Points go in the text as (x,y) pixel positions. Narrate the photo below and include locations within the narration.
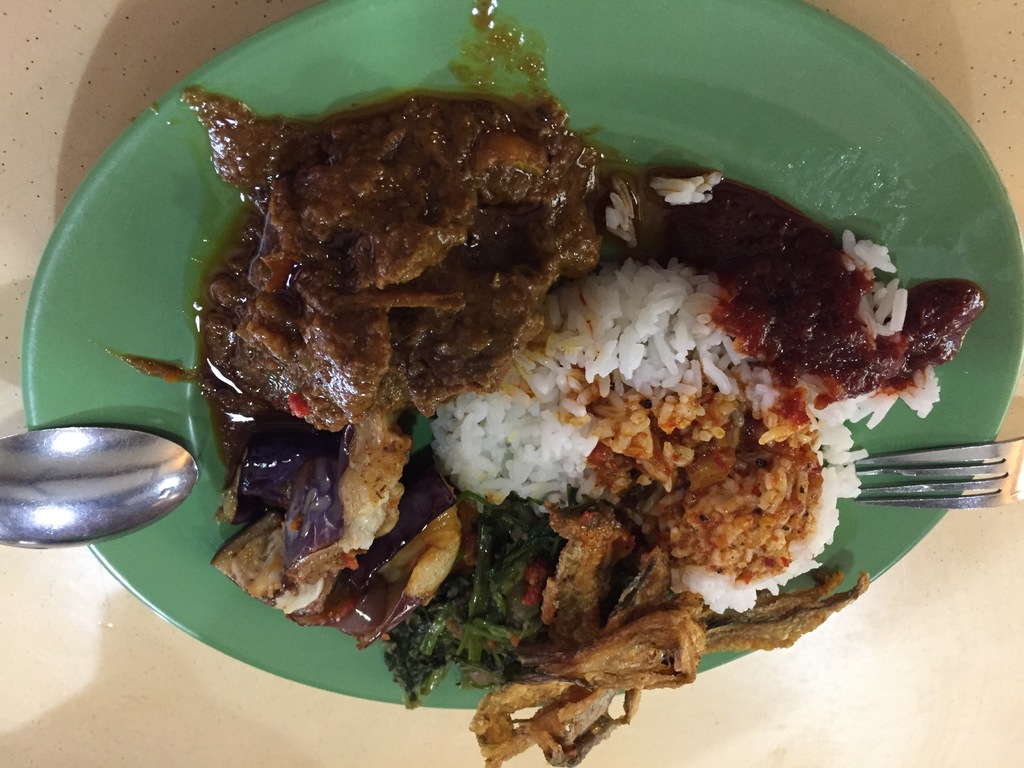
In this picture I can see a green color plate (974,418), on which there is rice (648,394) and meat (462,286) and I can see leafy greens (494,552). On the right side of the plate (968,405) I can see a fork (1015,455) and on the left side of the plate (74,412) I can see a spoon (22,446) and this plate (276,56) is on the cream color surface (16,130).
